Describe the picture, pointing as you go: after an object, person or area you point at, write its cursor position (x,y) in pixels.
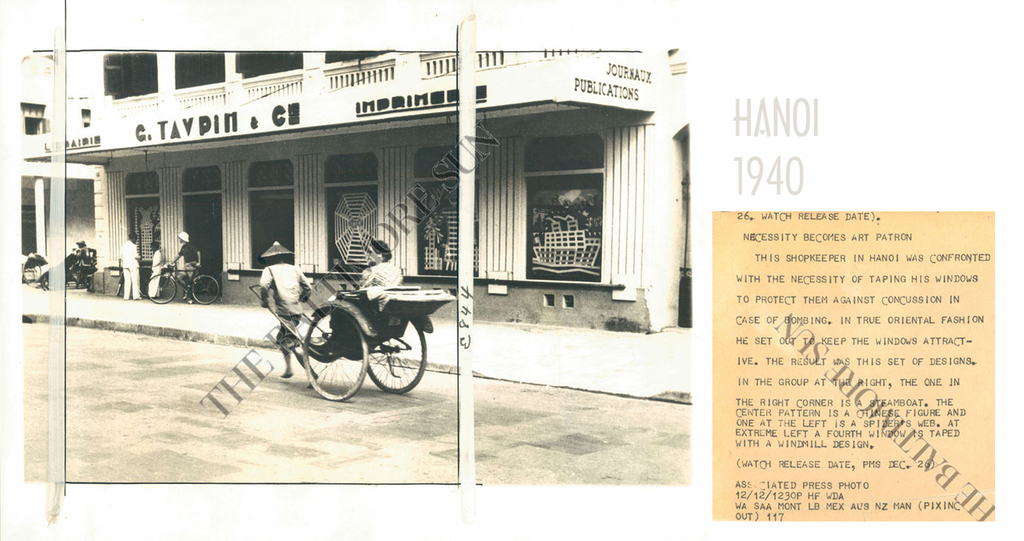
It is an edited image, there is an organization (607,210) and in front of the organization (605,133), there are three men (186,255) and there is a vehicle (303,349) moving on the road (251,357). In the right side of the road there is a note (821,458).
